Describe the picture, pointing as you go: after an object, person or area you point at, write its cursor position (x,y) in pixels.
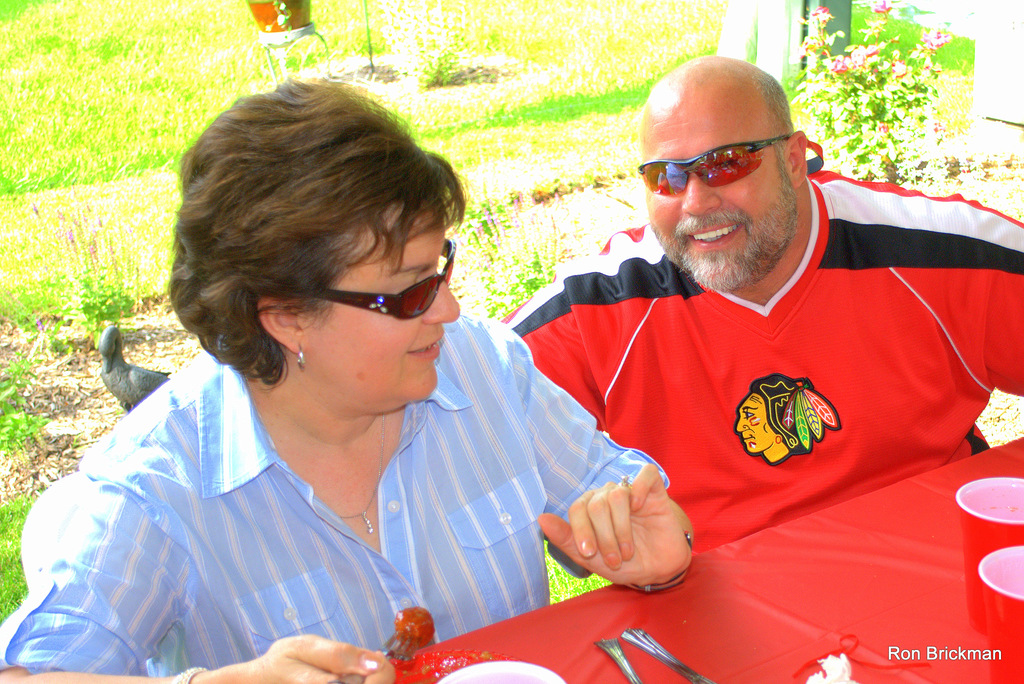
In this image we can see a man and a woman (412,160) sitting beside a table (757,614) containing plates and spoons (658,641). In that a woman (487,586) is holding a fork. On the backside (106,310) we can see some plants (525,233) with flowers (525,233), a bird (167,375) and grass (69,125).
